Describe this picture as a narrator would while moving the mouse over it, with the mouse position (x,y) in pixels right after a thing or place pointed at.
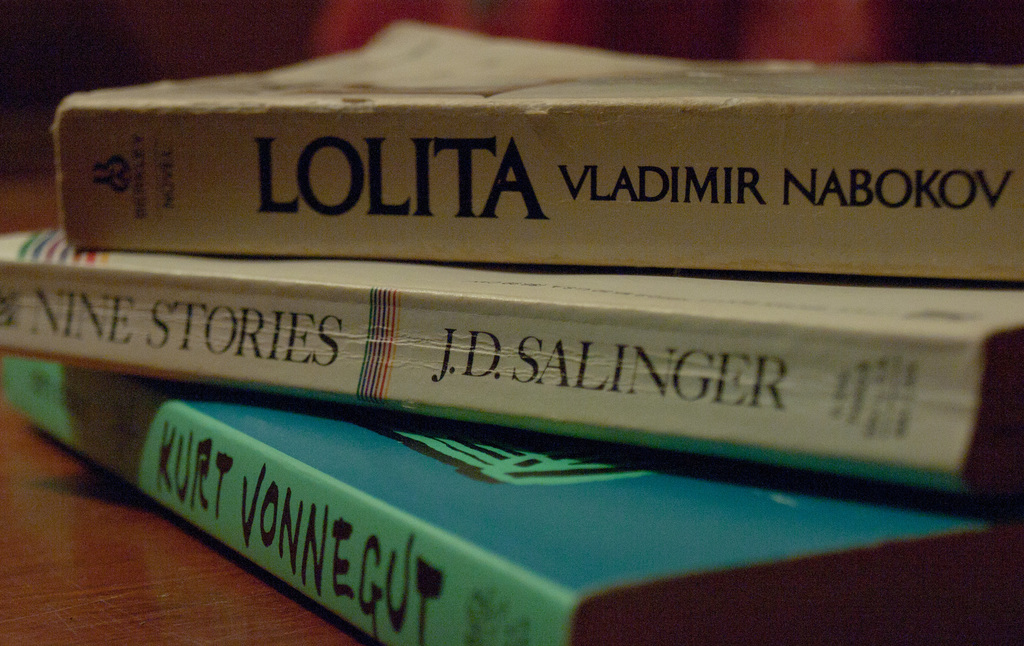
There are three books (306,321) on the table (86,584). The bottom book (394,509) is in green color, second book (483,343) is in white color and the first book (550,199) is in grey color.
